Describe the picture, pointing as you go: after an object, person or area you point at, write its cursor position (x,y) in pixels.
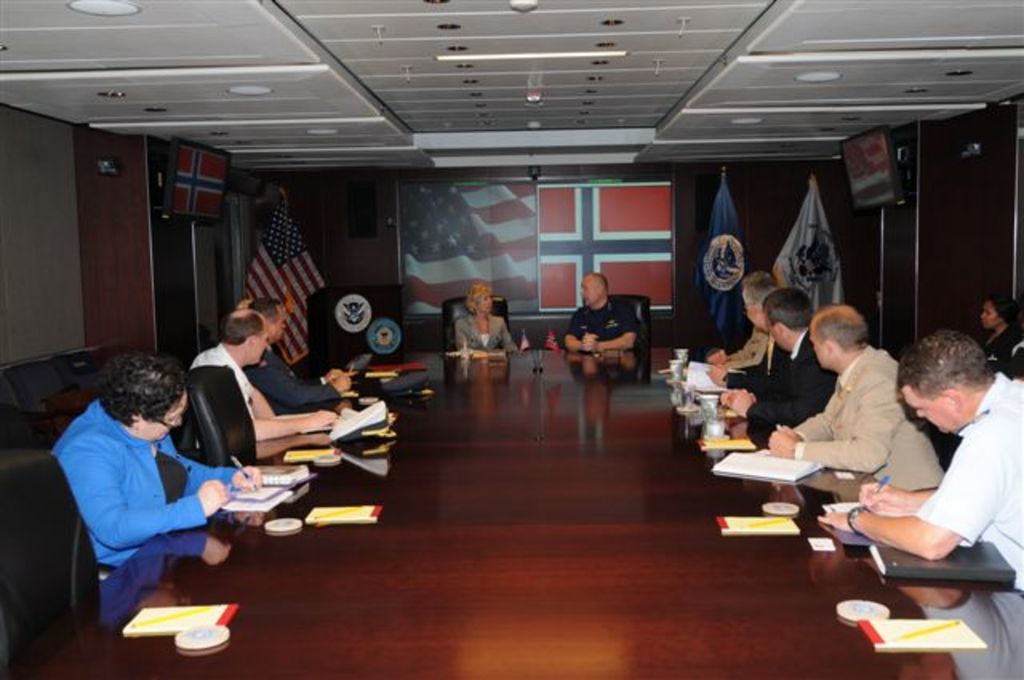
In this picture there are few people (173,427) sitting on the chair (201,442) in front of the table (422,505) in that table (464,525) we can see some books (725,462) and glasses (708,399) back side we can see the display (517,234) a of flag (595,244) the left corner (282,257) we can see the real flag (285,244) are placed and the right corner (727,204) we can see the two more flags (731,238).
